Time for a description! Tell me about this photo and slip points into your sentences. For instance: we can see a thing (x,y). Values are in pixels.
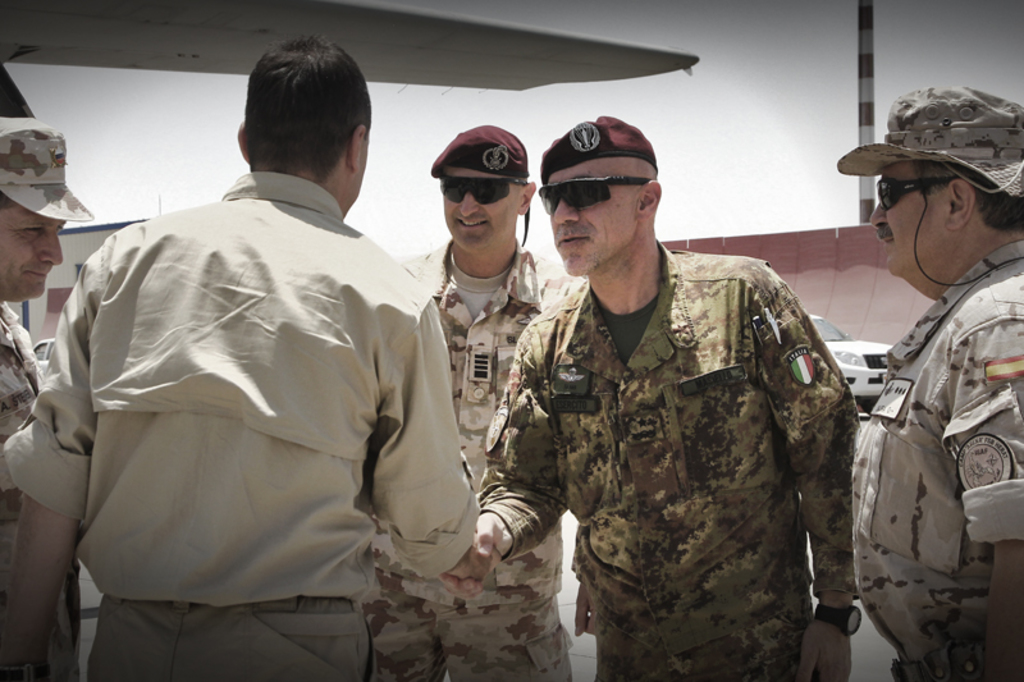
In this image I can see few persons (526,432) wearing uniform (675,419) and hats (644,149) are standing and I can see few of them are wearing black colored spectacles (586,202). In the background (867,368) I can see a car (862,362) which is white in color, a metal pole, a building (847,278) and the sky (492,99).
